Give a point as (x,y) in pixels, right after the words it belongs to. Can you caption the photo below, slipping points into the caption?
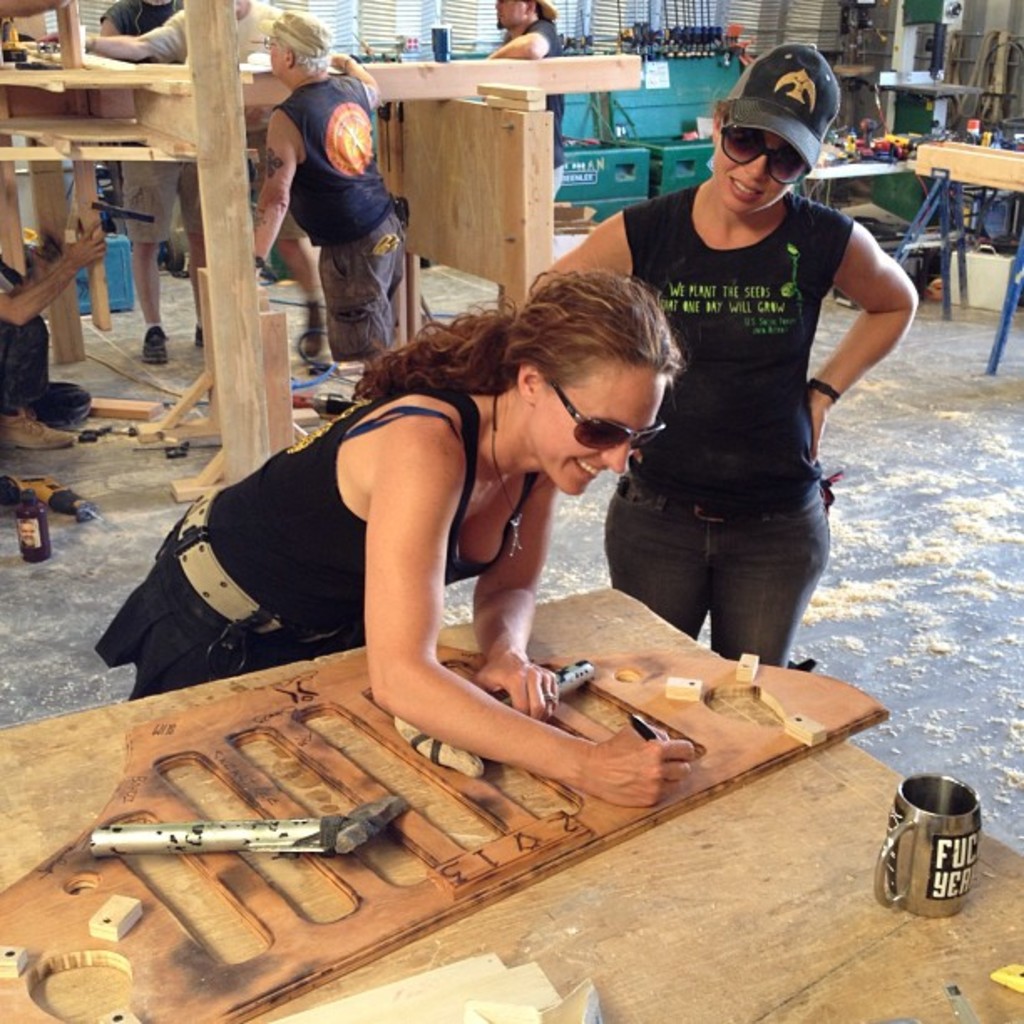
This picture seems to be clicked inside the hall (778,972). In the foreground (782,902) we can see a wooden table (781,848) on the top of which a mug (936,847) and some wooden objects (374,878) and some tools (316,826) are placed and we can see a woman (321,537) wearing black color dress (280,510), goggles (596,433), smiling, holding some objects (569,665) and seems to be working. On the right (761,240) we can see another woman (731,205) wearing black color t-shirt (776,261), cap (787,90), goggles (772,151) and standing on the ground (892,621). In the background (327,121) we can see the group of persons (164,19) and we can see the wooden objects (216,338) and we can see there are many number of objects (859,151) placed on the top of the table (876,167) and we can see the wall (973,30), white color objects (466,18) seems to be the window blinds (659,2) and many other objects (652,41). On the left corner (59,426) we can see a person (64,423) seems to be sitting on the ground (130,471) and there are some objects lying on the ground (71,475).
